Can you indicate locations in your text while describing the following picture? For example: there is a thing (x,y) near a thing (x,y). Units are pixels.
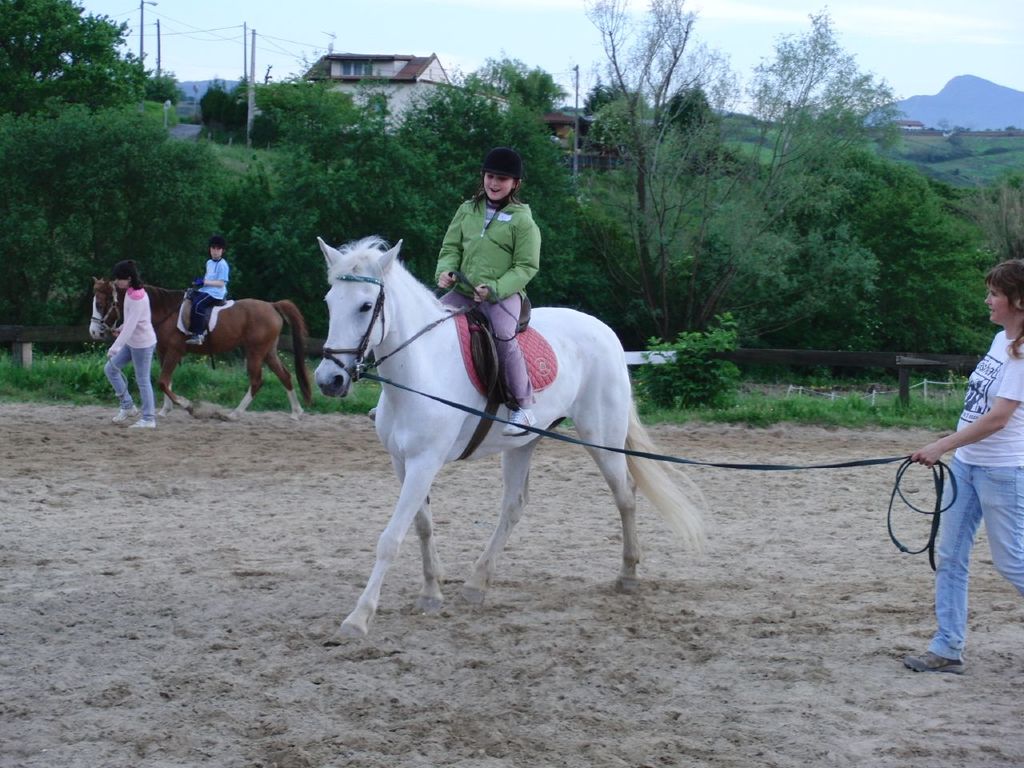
There are two kids (451,266) sitting on two different horses (381,339) and there are two persons (121,352) holding a belt (365,376) which is tightened to the horses (601,399) and there are trees (371,150) and a building (394,101) in the background (285,126).
